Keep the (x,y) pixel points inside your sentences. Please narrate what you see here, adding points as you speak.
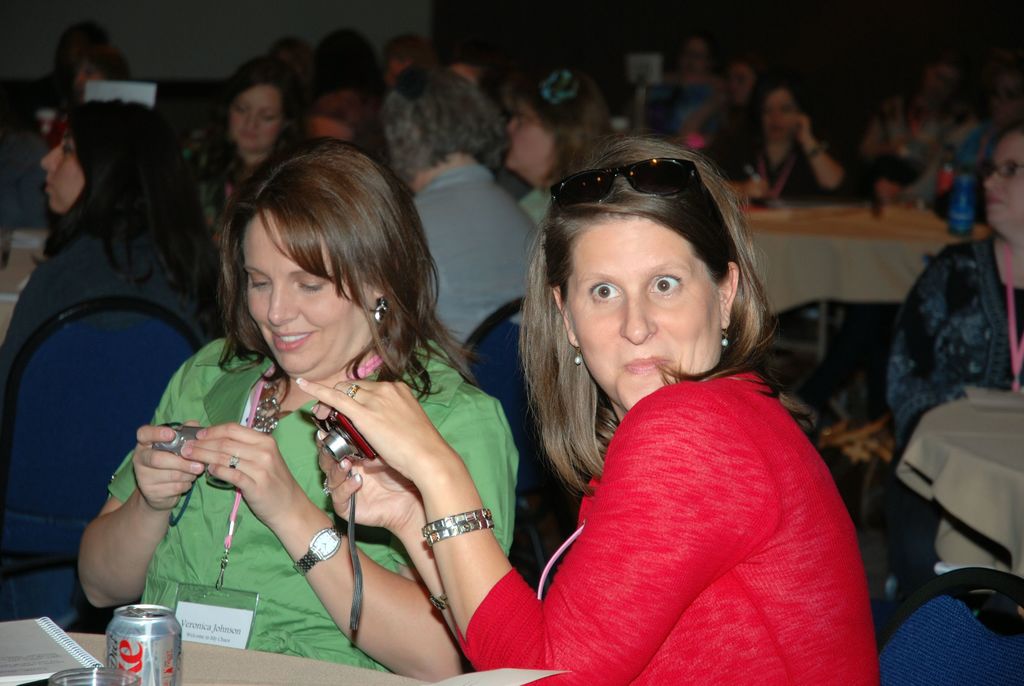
In this picture I can see two persons (542,364) holding cameras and sitting on the chairs (3,416), there is a tin (138,609), book (78,657) and an object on the table (309,679), and in the background (22,208) there are group of people (537,194) sitting on the chairs (925,596), there are some objects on the tables (946,417).
